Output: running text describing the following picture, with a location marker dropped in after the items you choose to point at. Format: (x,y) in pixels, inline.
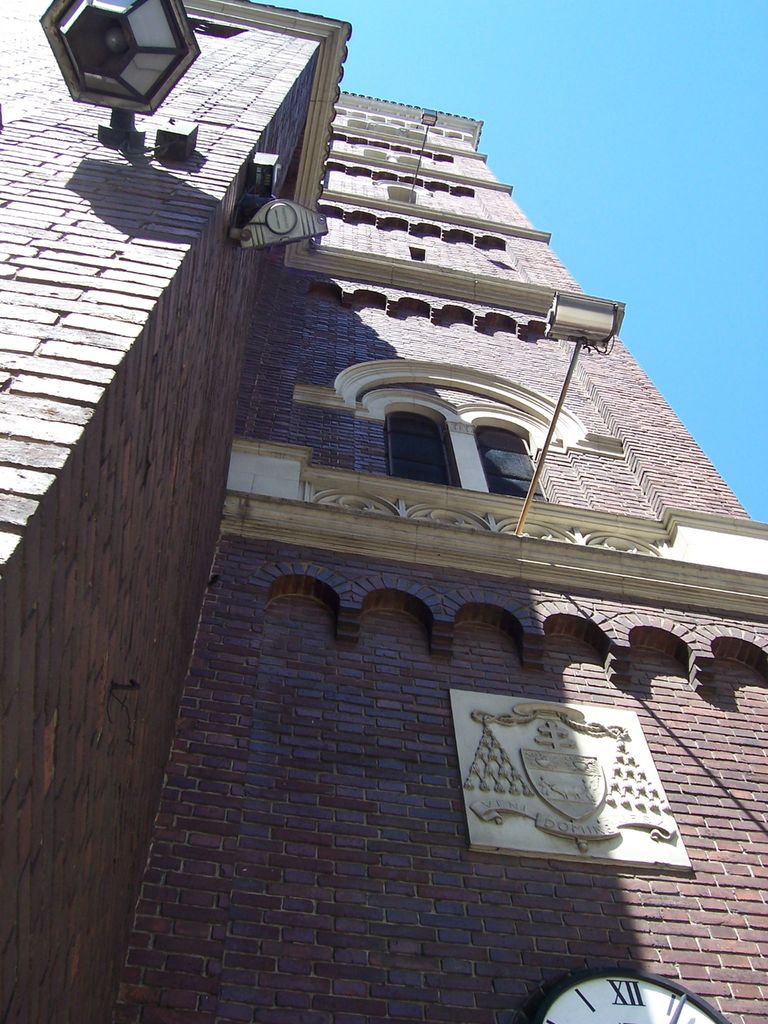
In the foreground (205,177) I can see a building wall (284,325), window (390,465), lamp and a clock (672,993) is mounted on it. On the top (553,134) I can see the blue sky (586,177). This image is taken during a day.
